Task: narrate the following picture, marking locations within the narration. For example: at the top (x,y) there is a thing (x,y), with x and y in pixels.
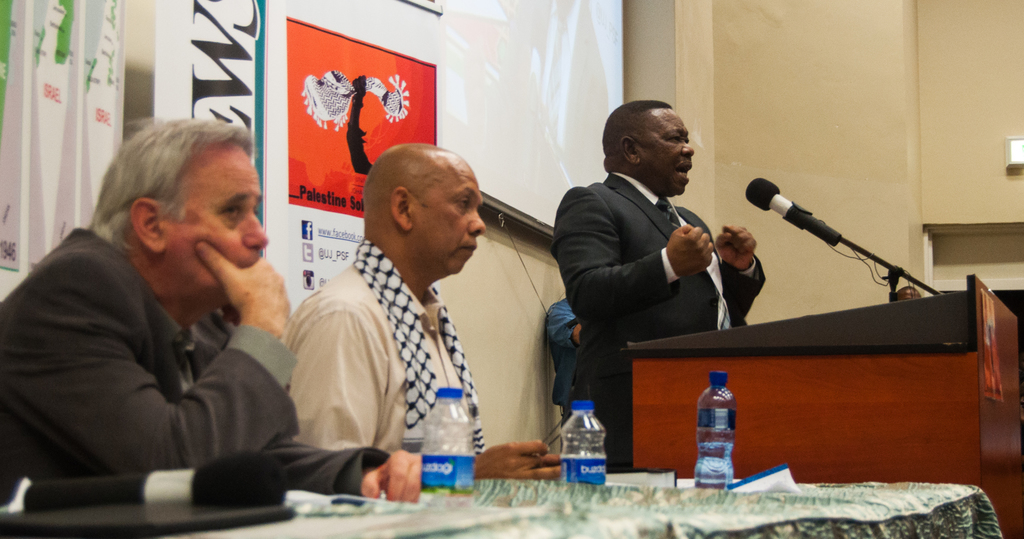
In this image we can see men (313,381) sitting on the chairs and one is standing at the podium (899,304) to which mic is attached. We can see a table (458,512) and on the table (552,511) there are papers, mics (240,499) and disposable bottles (462,484). In the background (383,124) there are advertisements (337,76) to the walls (625,92).
